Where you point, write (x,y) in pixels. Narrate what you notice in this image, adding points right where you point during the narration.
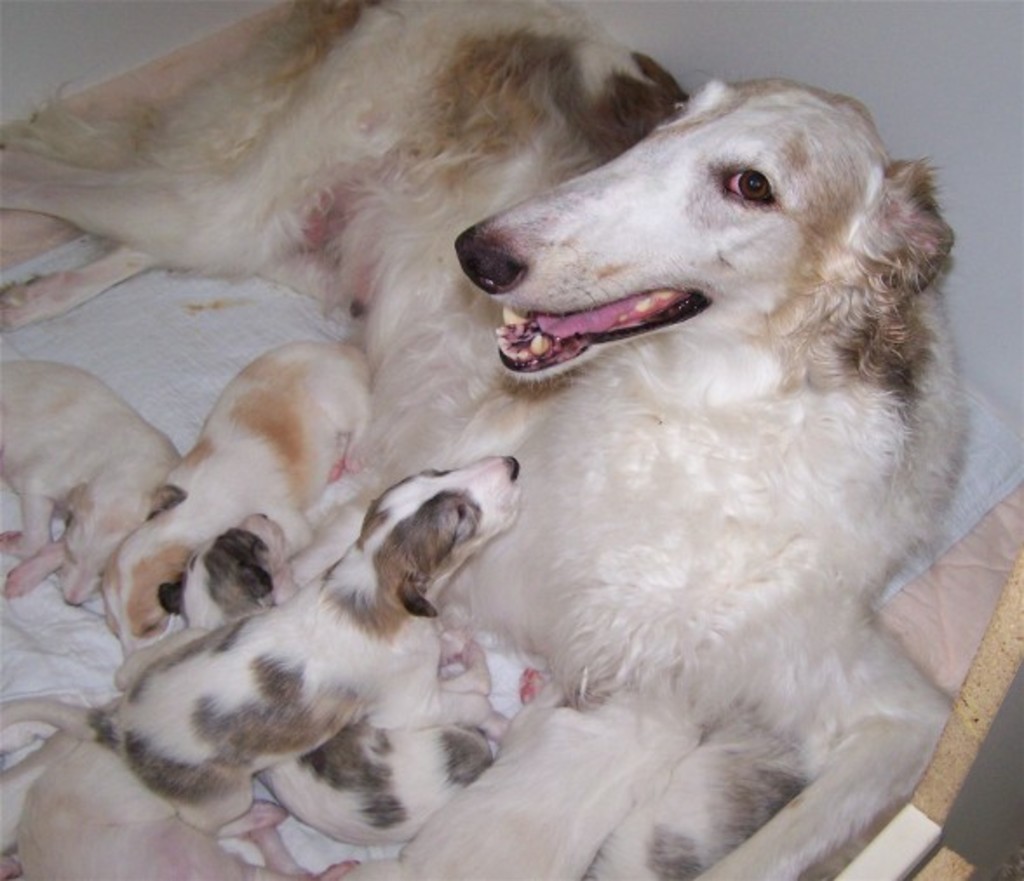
In this picture we can see a group of dogs (544,463) on a dog bed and we can see a wall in the background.
